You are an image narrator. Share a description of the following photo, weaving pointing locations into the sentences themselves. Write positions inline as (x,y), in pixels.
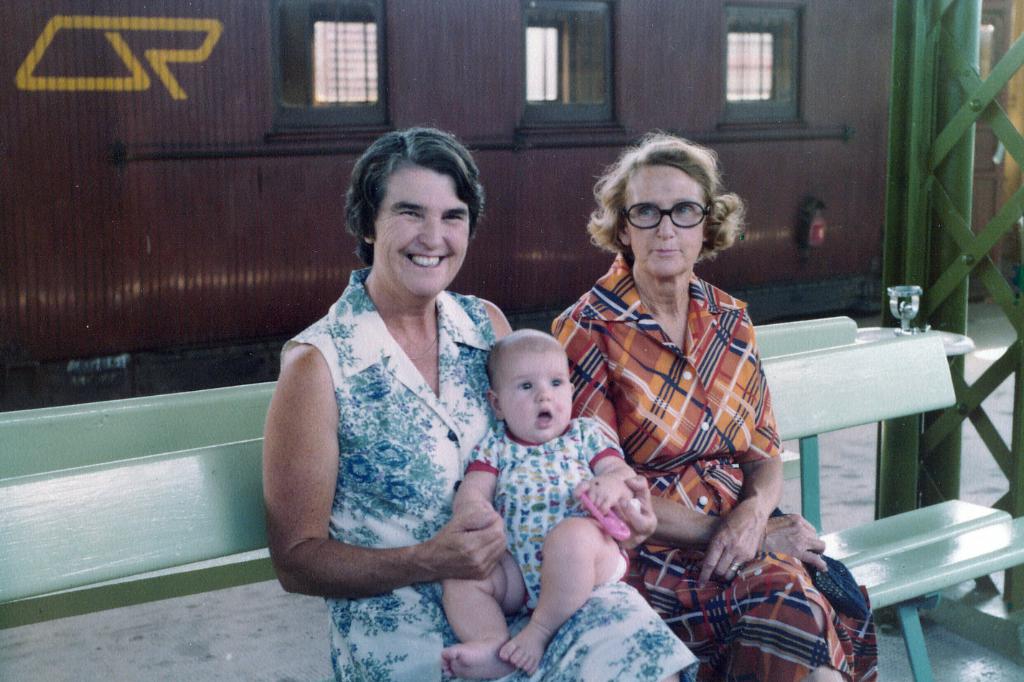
It looks like a railway station (1005,181), here a woman (331,467) is sitting on the bench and also holding the baby (519,485), she is smiling beside her there is another woman (591,370), she wore spectacles (701,219) behind them it may be train (335,127) in brown color. On the right side (1018,42) there are iron rods (1009,62).
